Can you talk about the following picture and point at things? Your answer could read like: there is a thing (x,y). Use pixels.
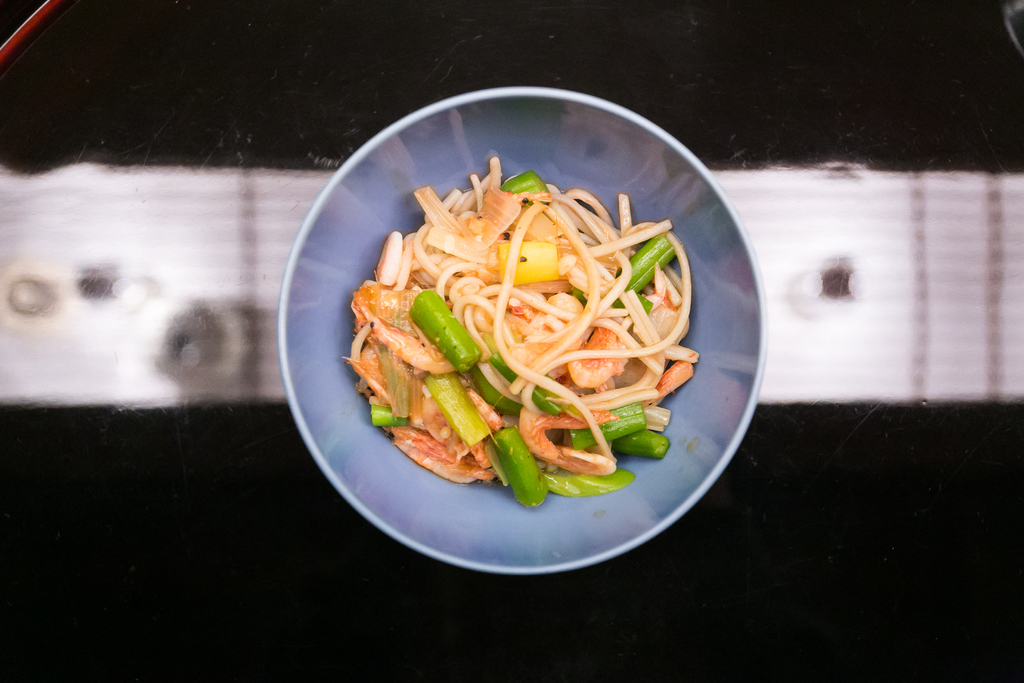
In this image we can see a food item (488,347) called noodles (466,382) which is in a bowl (368,213) which is of blue color is on the surface (85,263).
